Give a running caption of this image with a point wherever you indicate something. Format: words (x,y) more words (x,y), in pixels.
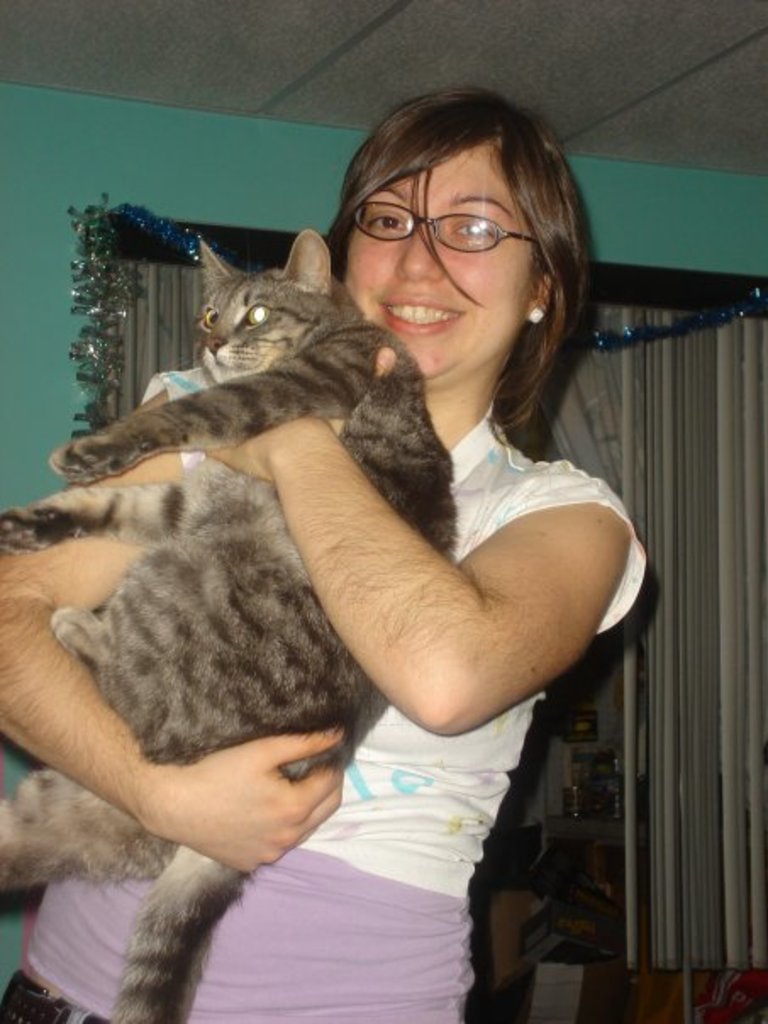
In this picture, there is a woman (415,294) who is wearing a spectacle (481,243) on her eyes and an ear ring (534,317) on her ear (540,302). She is wearing a white top (502,499) and a jean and she is holding a cat (231,631) in her hands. There is a curtain (173,317) at the background (168,333) and a decorative item (97,315) hanged on the curtain (673,353) The wall (119,171) is green in color and there is a roof (340,46) on the top (339,49).
